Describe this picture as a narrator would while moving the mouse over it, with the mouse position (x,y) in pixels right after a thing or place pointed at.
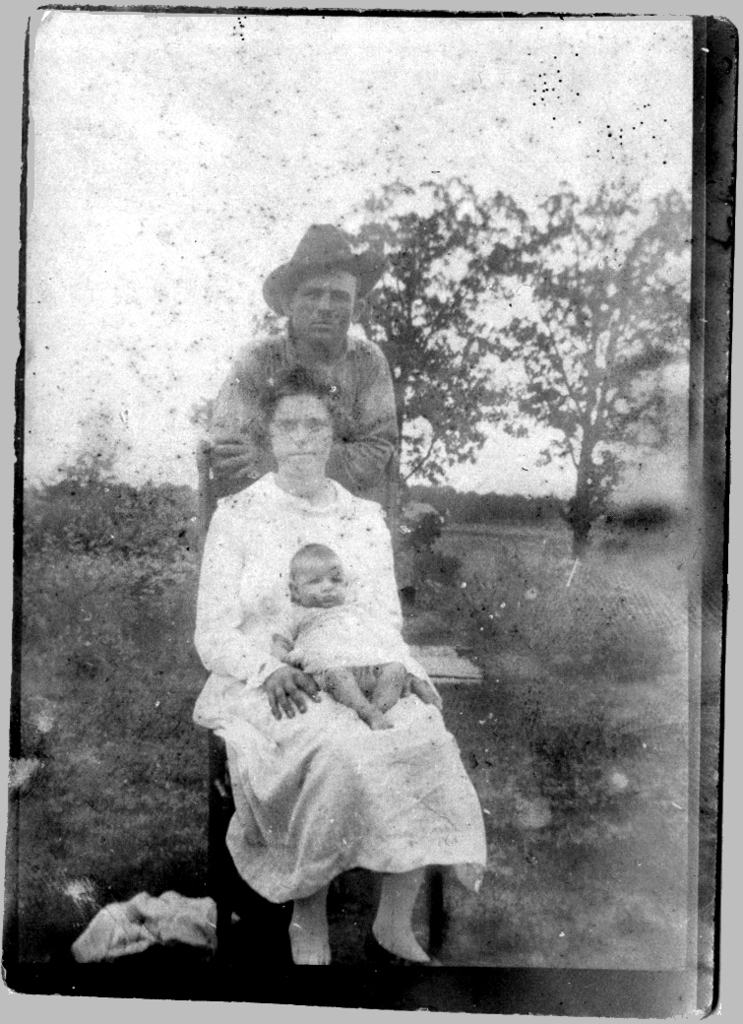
Black and white picture. In this picture we can see a baby (355,611), woman (337,486) and person (268,460). Woman (270,406) is sitting on a chair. Background (565,611) there are trees (481,507) and plants (454,510).
